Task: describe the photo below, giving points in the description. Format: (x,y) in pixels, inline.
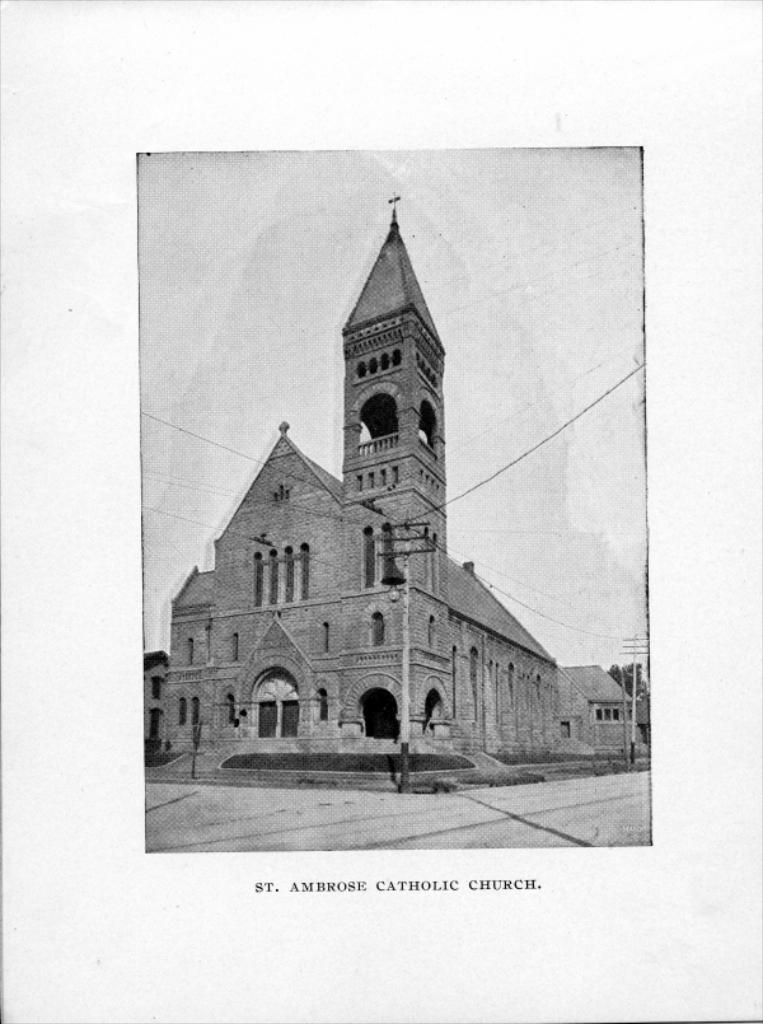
This is a black and white image. This image consists of a building (410,596). There is sky (278,319) at the top (257,250). There is something written at the bottom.
